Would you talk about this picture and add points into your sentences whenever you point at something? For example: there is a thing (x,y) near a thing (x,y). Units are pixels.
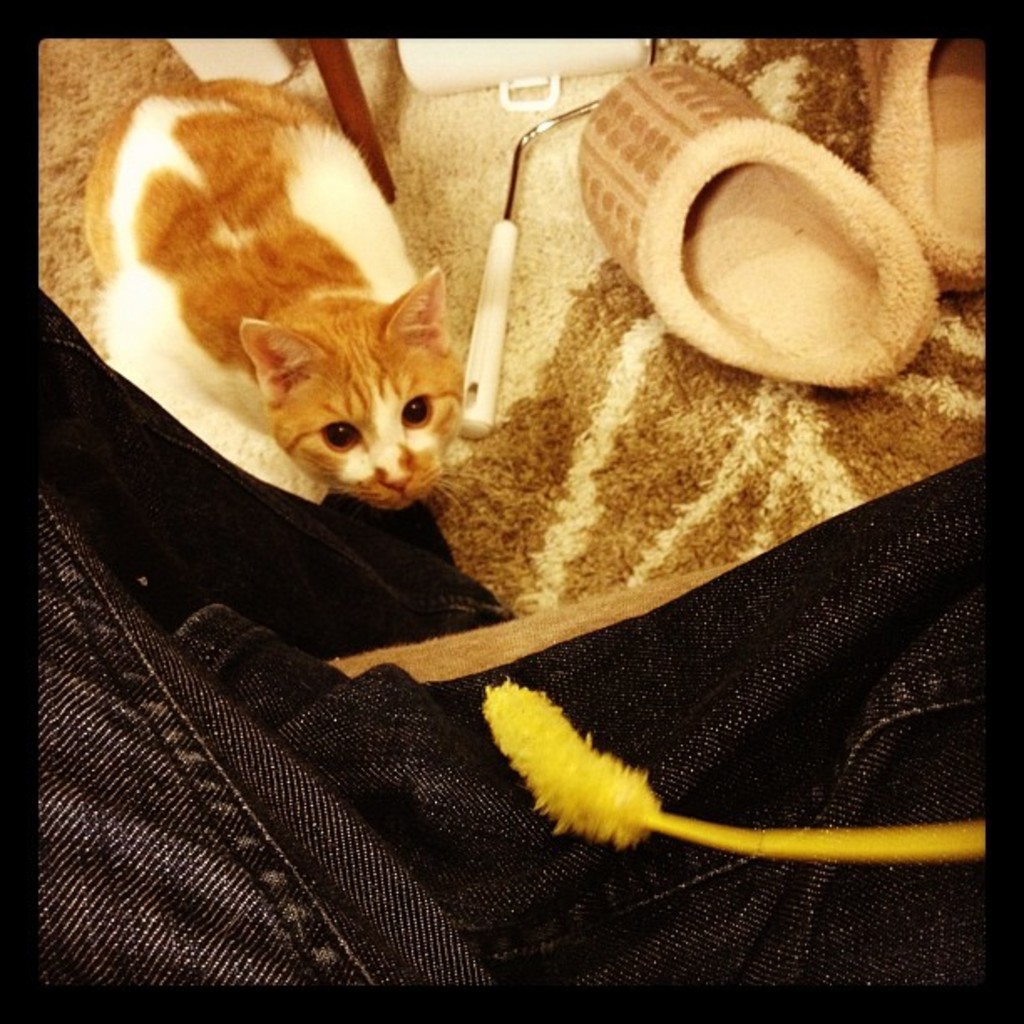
In this image I can see a cat (143,275). The cat (391,478) is in brown and white color and I can also see few objects (935,253) on the cream and brown color surface (643,478).
